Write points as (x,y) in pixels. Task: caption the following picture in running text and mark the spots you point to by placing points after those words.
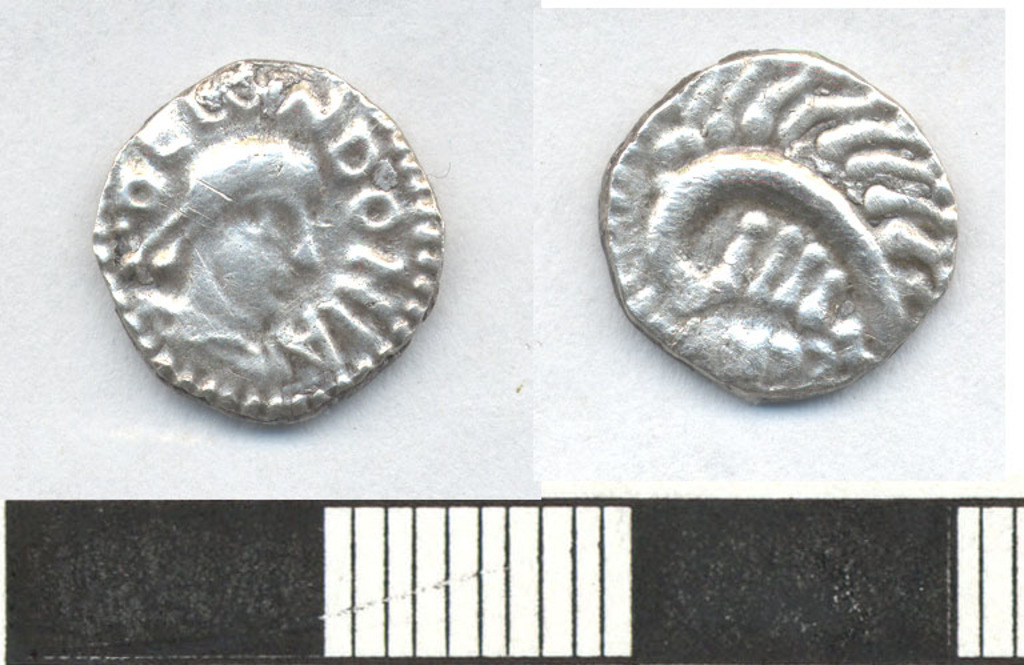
There are two silver coins (786,231) which has some shape (359,250) on it and there are some white lines (465,593) on a black background (448,589) below it.
